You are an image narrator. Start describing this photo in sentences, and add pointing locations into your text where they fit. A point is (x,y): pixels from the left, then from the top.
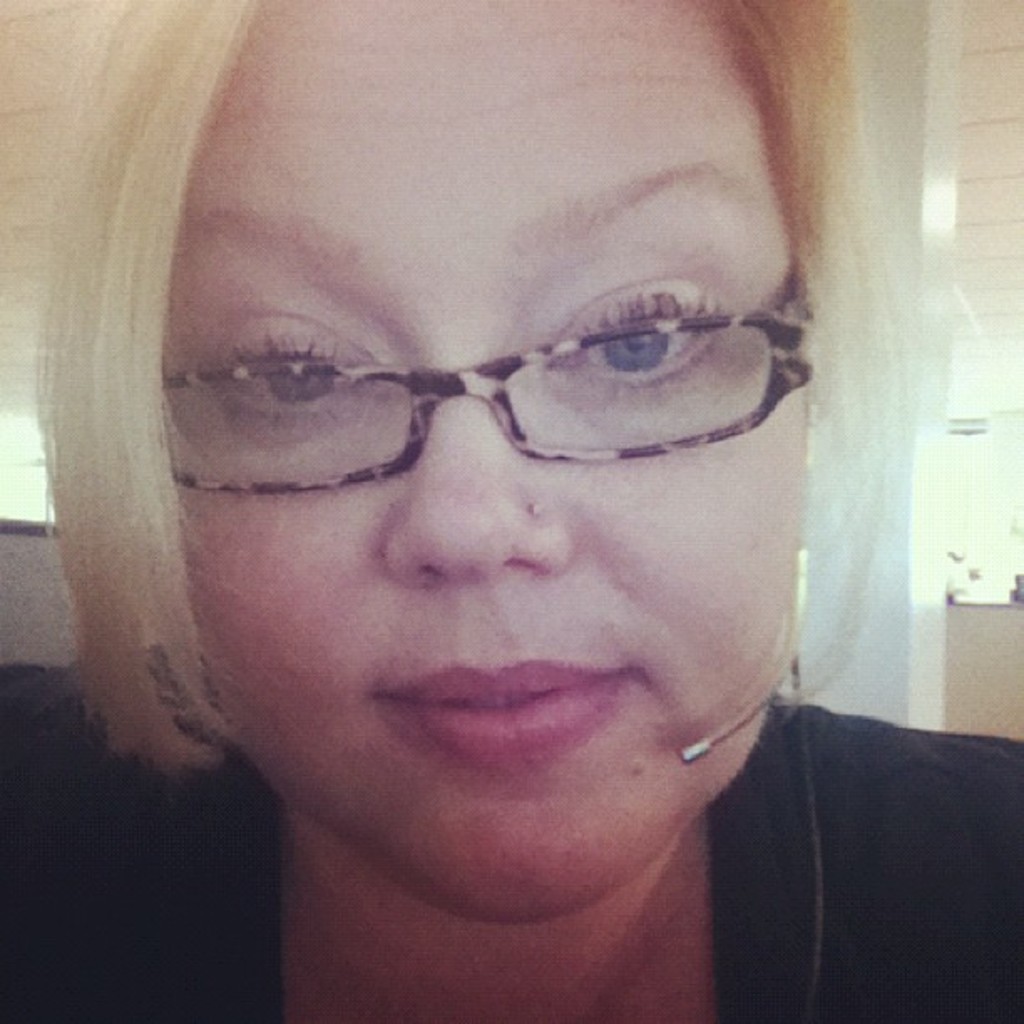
In this picture we can see a woman (549,511) wearing spectacles (410,464).
